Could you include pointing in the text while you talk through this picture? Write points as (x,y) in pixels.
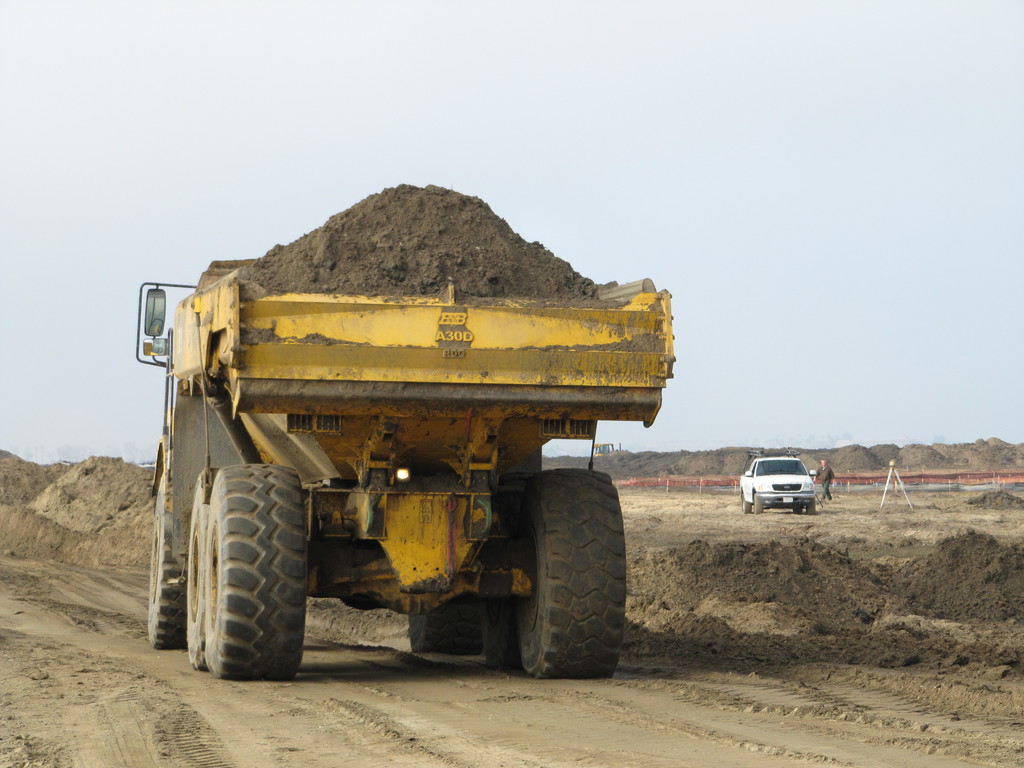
In this picture there is a vehicle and there is mud (412,248) on the vehicle (394,373). At the back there is a person (835,482) walking and there is a car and there is a fence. At the top (404,115) there is sky (789,116). At the bottom (752,689) there is mud (816,683).
